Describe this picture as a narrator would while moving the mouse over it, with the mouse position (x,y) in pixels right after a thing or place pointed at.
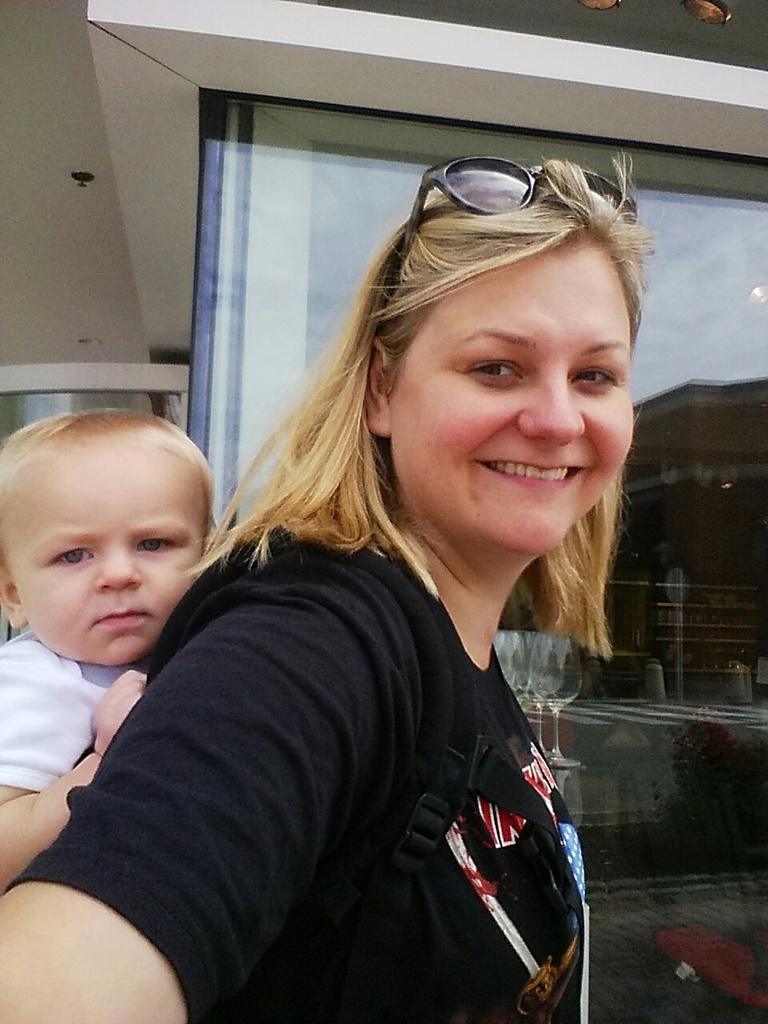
In this image, we can see a woman (405,735) is smiling and carrying a baby (110,601). They both are watching. Background (631,476) we can see glass (728,407) and ceiling (41,225). Through the glass (606,679) we can see the inside view. Here we can see wine glasses (555,693) and few objects (745,600).
